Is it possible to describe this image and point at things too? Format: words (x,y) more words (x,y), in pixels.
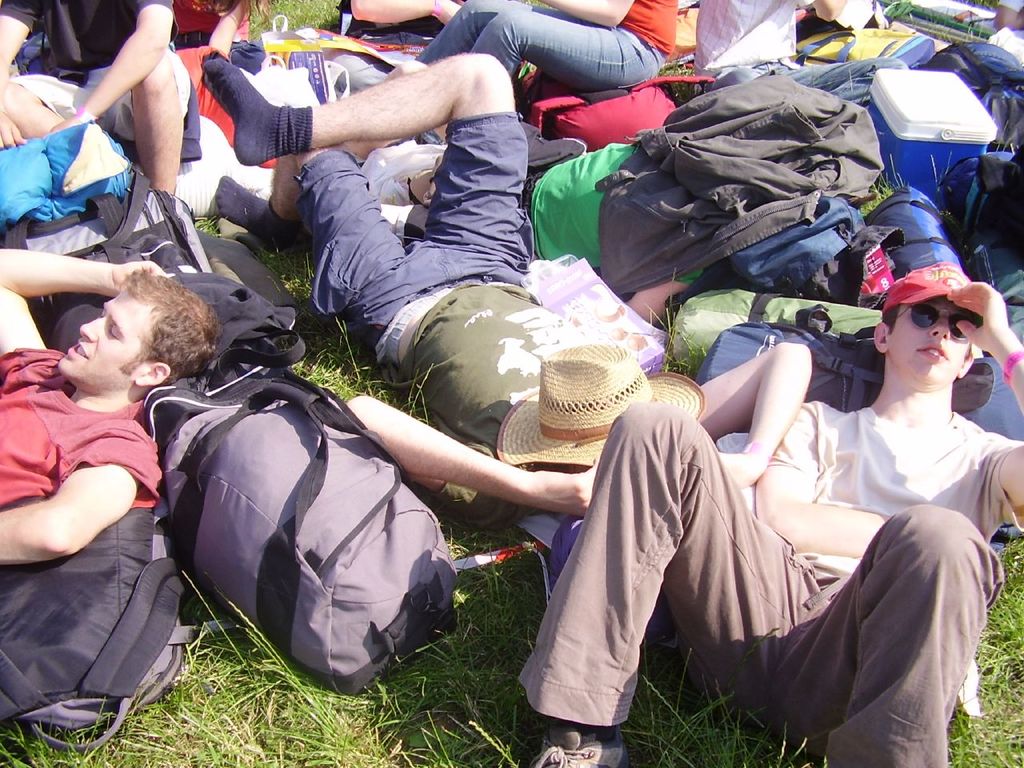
In this image, I can see three persons (118,444) lying and two persons (560,54) sitting. There are luggage bags (619,131) and an insulated basket (896,79) on the grass (389,690).
